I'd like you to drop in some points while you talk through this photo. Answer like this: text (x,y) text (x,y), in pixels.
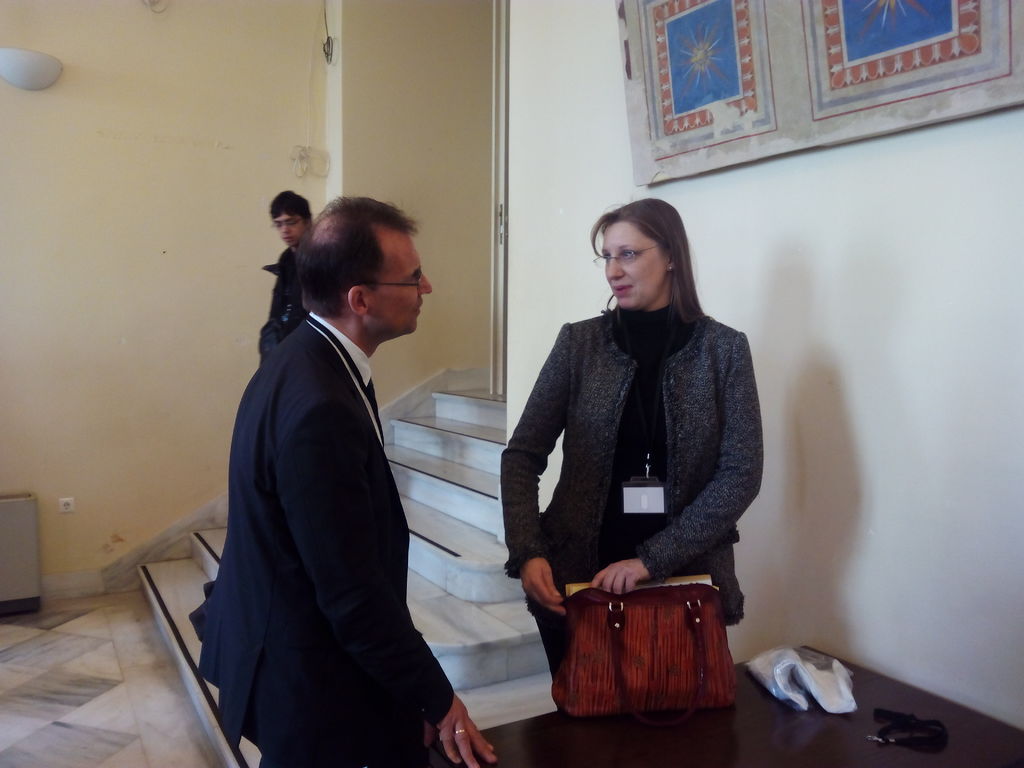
In this image there are 2 persons (257,462) standing near the table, there is a bag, in the back ground (902,12) there is a frame (930,39) attached to wall (531,62), another person (279,208) near the stair case (446,444).
